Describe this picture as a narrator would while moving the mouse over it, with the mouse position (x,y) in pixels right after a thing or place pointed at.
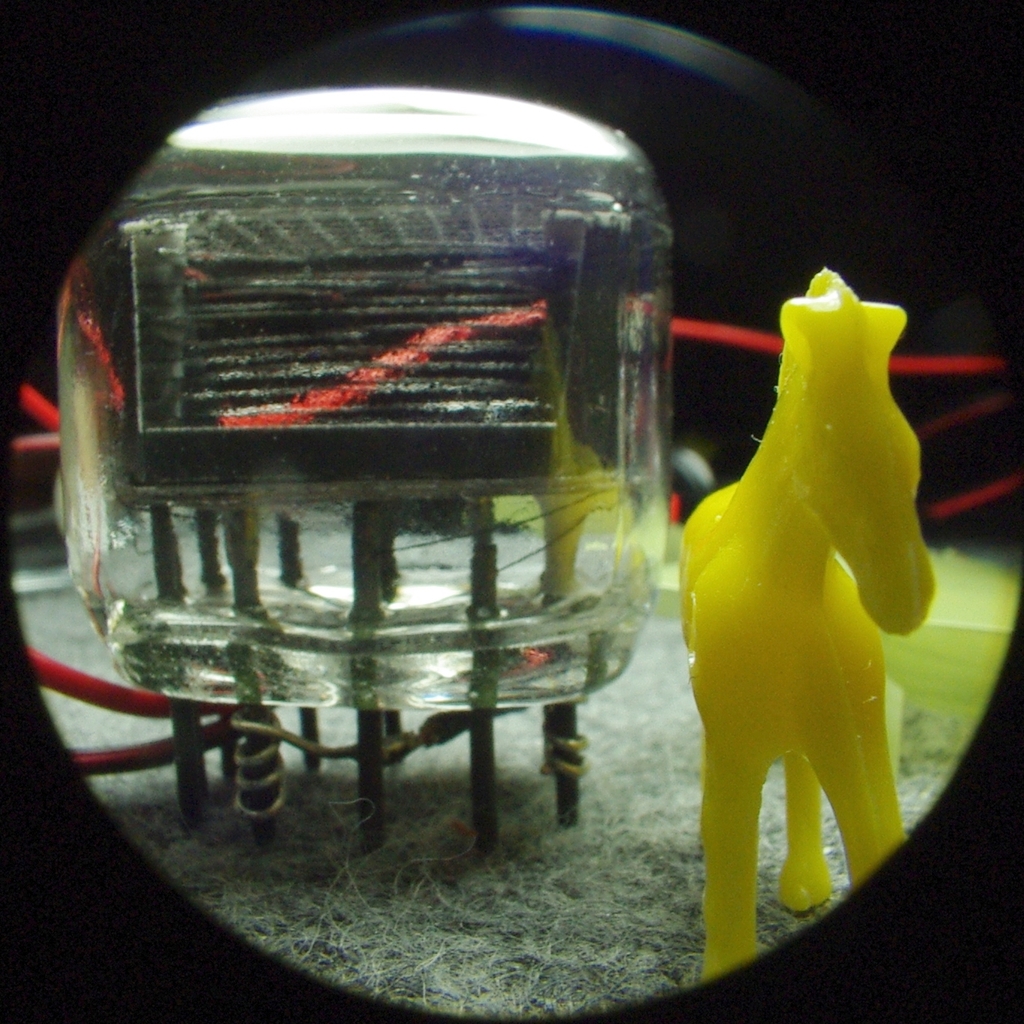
In this image there is a statue (808,643) and there is an object (347,509) which is in the shape of glass. In the background (730,332) there are wires (170,713) which are red in colour.
